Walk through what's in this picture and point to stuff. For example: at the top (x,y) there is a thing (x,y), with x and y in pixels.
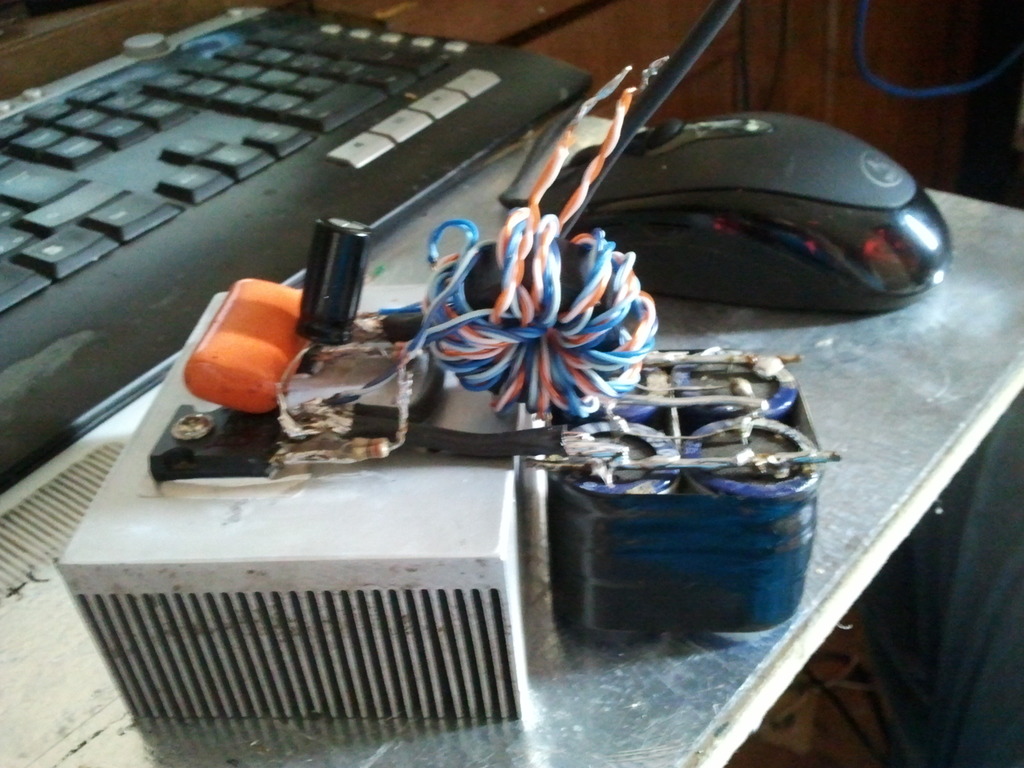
In this image I can see a table (893,425) which is silver in color and on the table (901,392) I can see a black colored mouse (821,219), black colored keyboard (187,168) and few other electronic equipment (426,439) which is white, blue and black and orange in color. In the background (652,13) I can see the wooden surface (656,42).
